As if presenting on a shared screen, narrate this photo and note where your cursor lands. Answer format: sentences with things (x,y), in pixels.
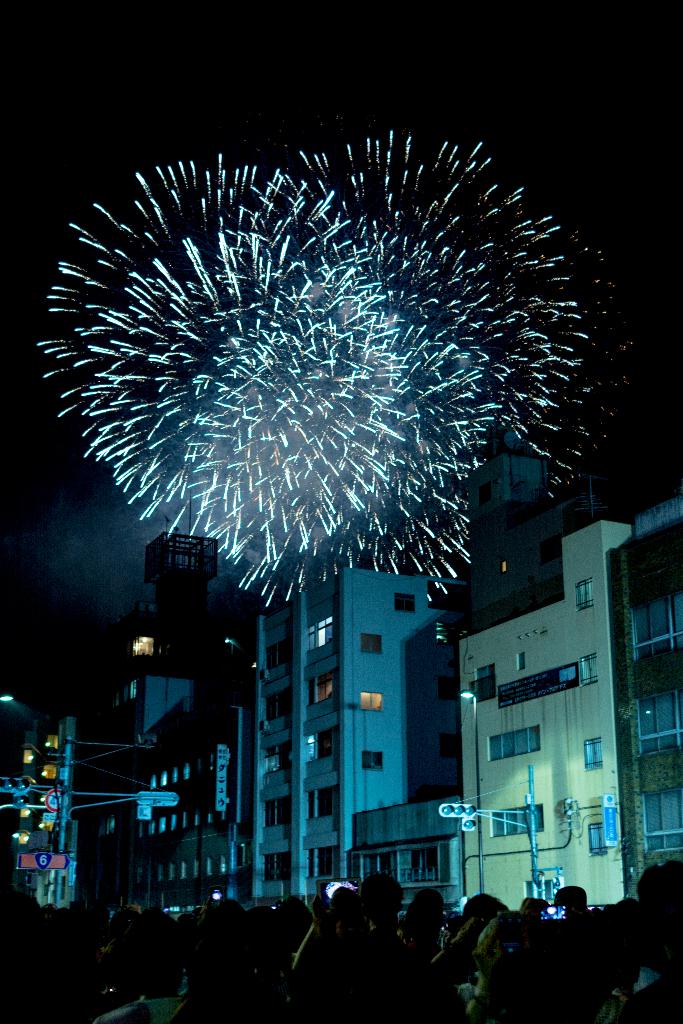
In this image we can see few buildings (453,725) and people (381,902) standing in front of the building (447,666) and some of them are clicking a picture, there are poles (66,750) with boards (27,861) and traffic lights (162,806) and light sparkles (347,407) on the top (350,312).
